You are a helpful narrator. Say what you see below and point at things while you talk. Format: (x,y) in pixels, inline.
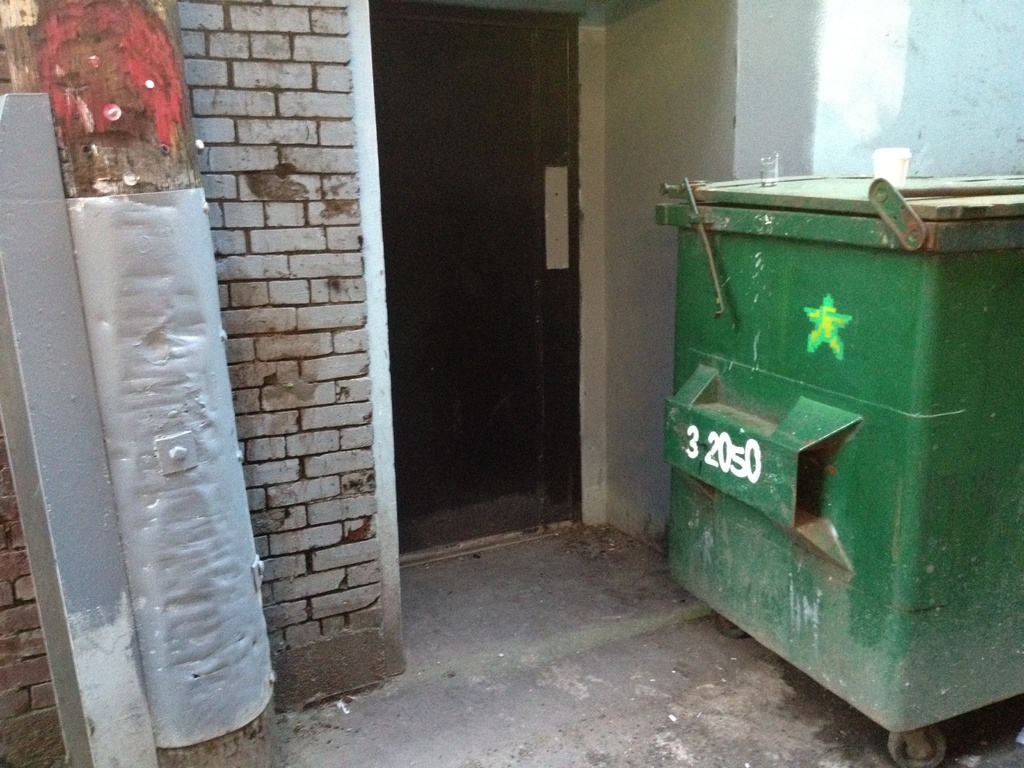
In this picture we can observe a green color trash bin (765,370) on the right side (845,425). There is a wall (257,298). We can observe a door (467,159) in the background (485,236).
